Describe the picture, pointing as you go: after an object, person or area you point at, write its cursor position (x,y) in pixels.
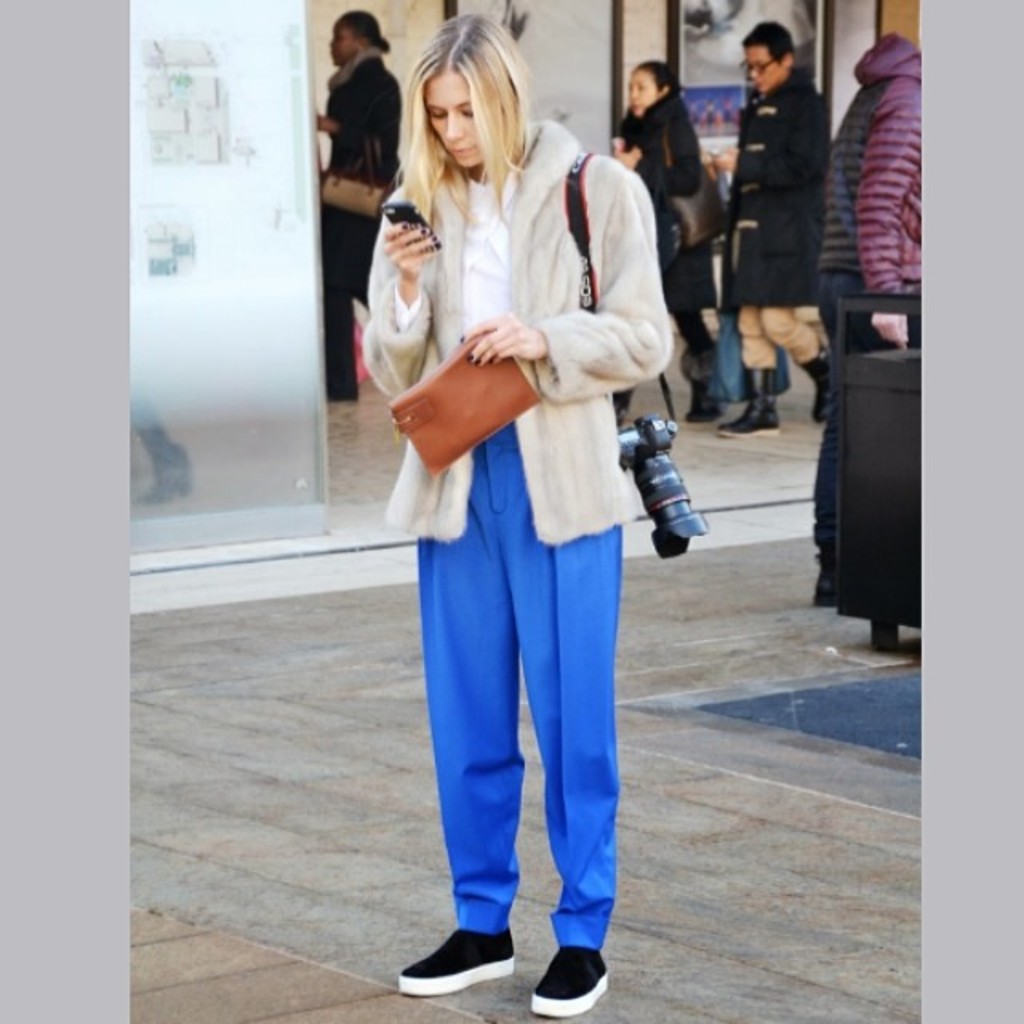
In this image in the front (501,393) there is a woman (508,471) standing and holding a phone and a purse (467,389) in her hand (468,336) and there is a camera (651,484) along with the women (614,363). In the background (783,155) there are persons (768,159) walking and there is an object (875,446) which is black in colour and there is a wall (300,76) and on the wall (653,18) there are frames (557,62).
